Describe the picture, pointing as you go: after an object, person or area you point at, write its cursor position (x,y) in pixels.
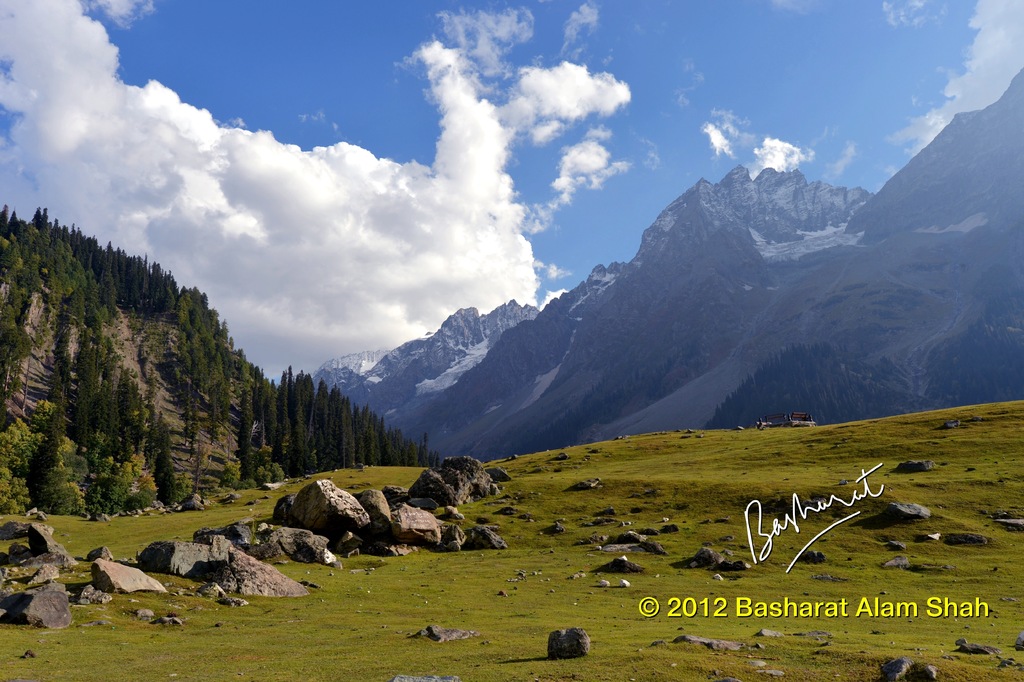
In this image there is the sky (418,137) towards the top of the image (544,136), there are clouds (413,182) in the sky (507,168), there are mountains (441,345), there are trees (84,395) towards the left of the image (254,429), there is grass (646,596), there are rocks (440,531) on the grass (532,544), there is text (781,614) towards the bottom of the image (801,613), there is a number (675,606) towards the bottom of the image (695,603), there is an object (798,414) in the grass (746,436).
